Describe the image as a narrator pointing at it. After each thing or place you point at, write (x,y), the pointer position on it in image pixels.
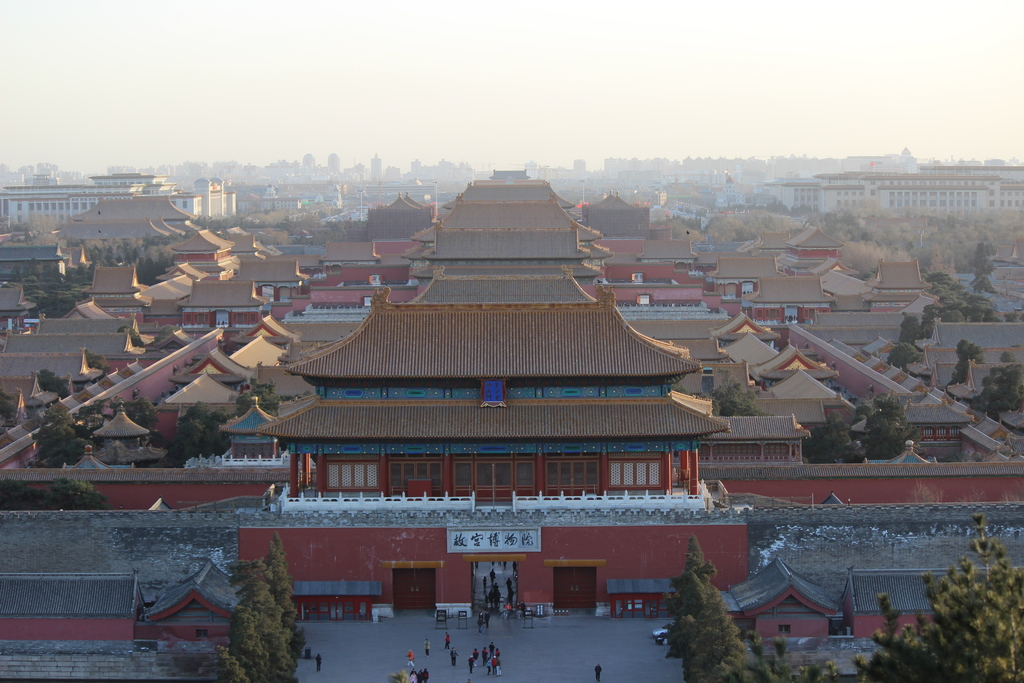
In this picture, we can see some buildings (456,457) with windows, trees (984,250), the road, a few people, and the sky (785,118).
